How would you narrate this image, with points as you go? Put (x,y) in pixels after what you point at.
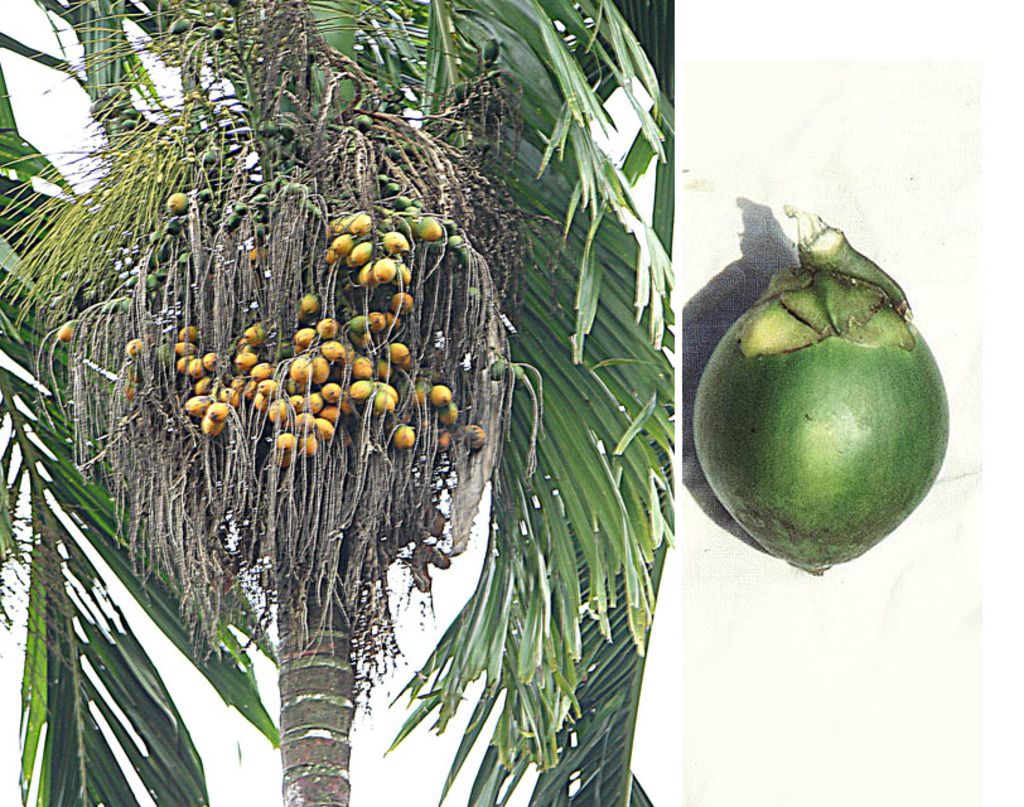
In this image we can see a collage image. In the collage image there are fruits (368,281) to the tree (486,311) and sky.
